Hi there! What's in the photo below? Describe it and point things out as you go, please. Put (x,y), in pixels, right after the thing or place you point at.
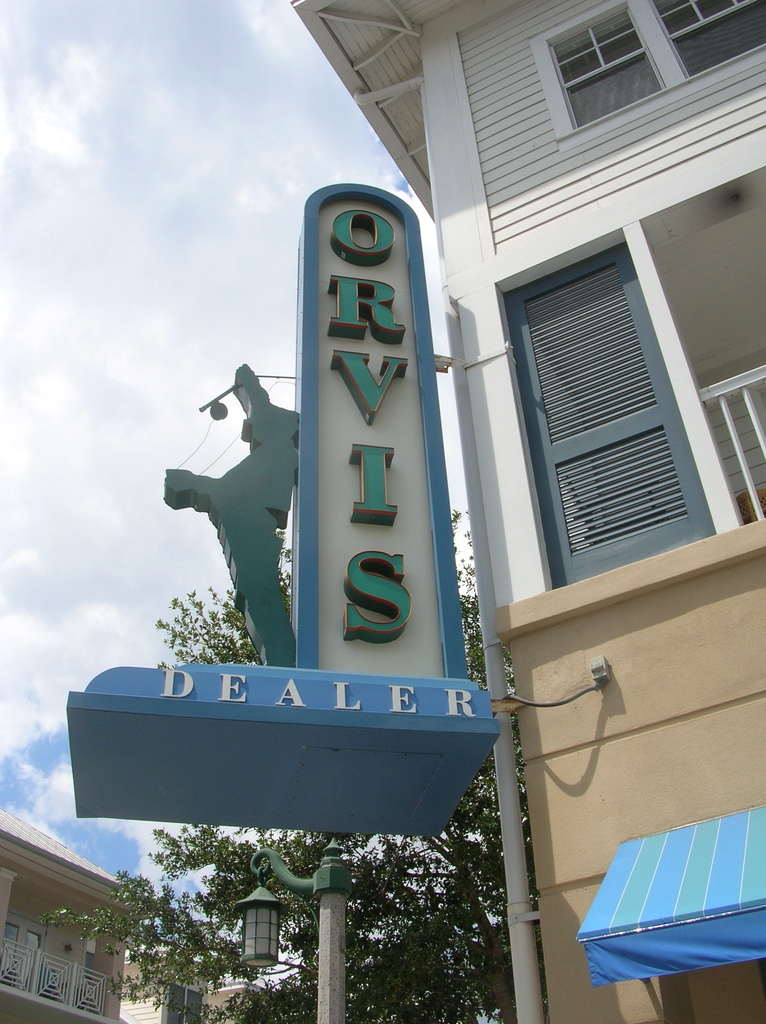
This picture might be taken from outside of the building (588,778) and it is sunny. In this image, on the right side (749,826), we can see a building (761,752), doors (675,521), glass windows (709,52) and metal rods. In the middle of the image (453,641), we can see some hoardings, trees (391,878), street lights (342,905). On the left corner (7,878), we can also see another building (115,1016), doors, glass window (35,936). On the top (108,201), we can see a sky (215,129).
